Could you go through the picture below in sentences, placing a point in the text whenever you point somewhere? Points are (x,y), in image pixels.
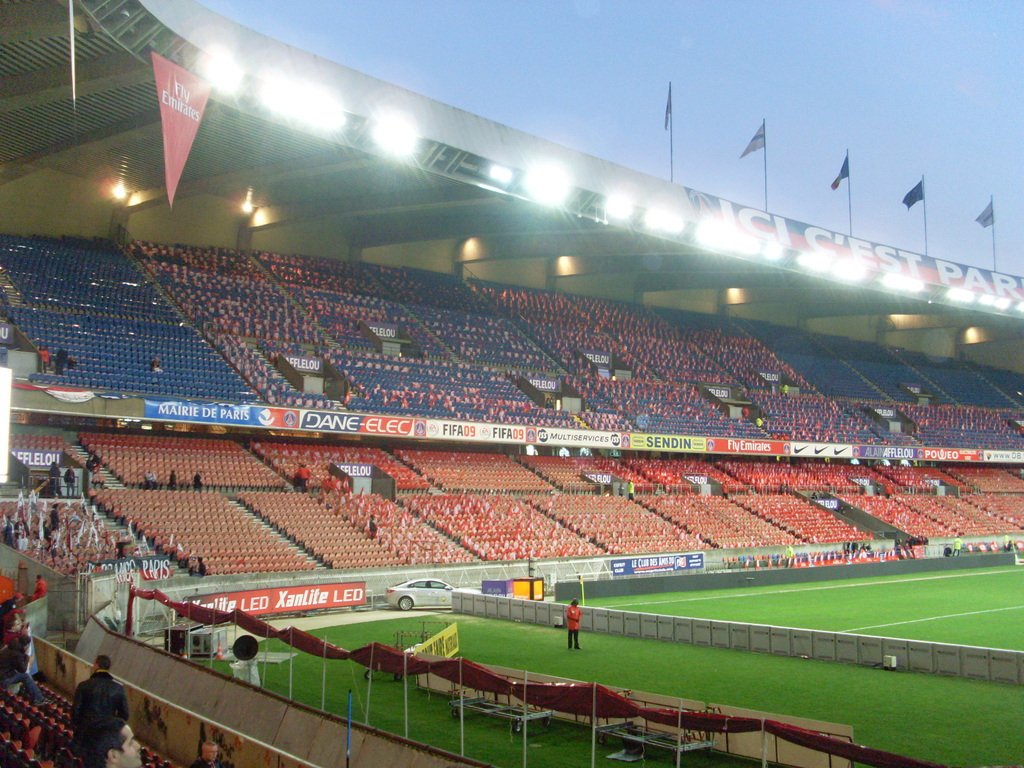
Here we can see poles (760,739), boards (528,602), flags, lights (293,122), chairs (52,692), and crowd (88,726). There is a car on the ground (728,670). In the background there is sky (719,95).
